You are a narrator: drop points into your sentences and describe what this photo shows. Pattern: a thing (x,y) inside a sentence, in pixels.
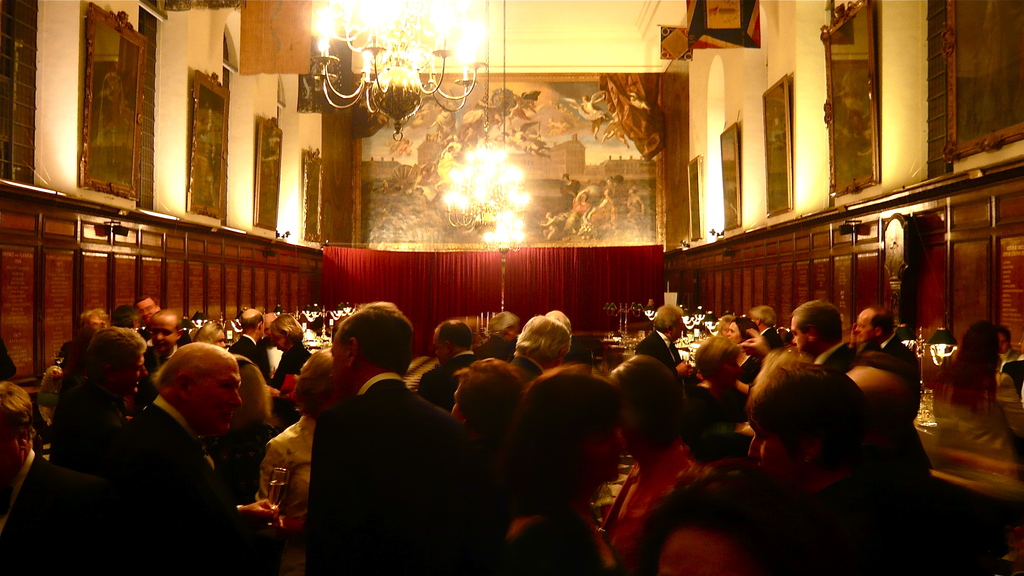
This picture is taken inside the hall (403,290). In this image there are so many people (465,369) who are talking with each other. At the top (399,66) there is a chandelier (440,71). In the middle (537,207) there is a wall (476,110) on which there is a painting (517,150). There are frames (130,115) on the wall (815,83). At the top (717,29) there are two flags (700,28) hanged on the right side (717,19). There are photo frames (223,118) attached to the wall (249,116).
